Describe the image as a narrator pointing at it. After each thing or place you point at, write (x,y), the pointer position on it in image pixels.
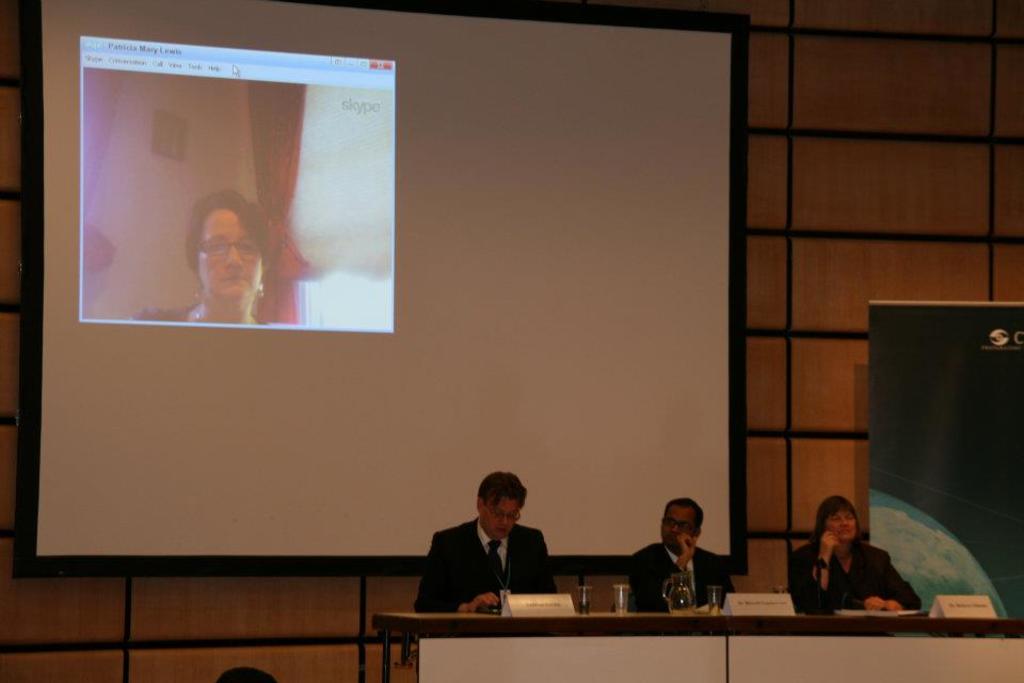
In the picture we can see three people (885,580) are sitting near the desk (610,656), they are in blazers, ties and shirts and on the desk (935,665), we can see some glasses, microphones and name boards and behind them, we can see a wall (8,500) with a screen (205,442) on it and on it we can see an image of a woman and beside the screen (67,255) we can see a board (923,584).
